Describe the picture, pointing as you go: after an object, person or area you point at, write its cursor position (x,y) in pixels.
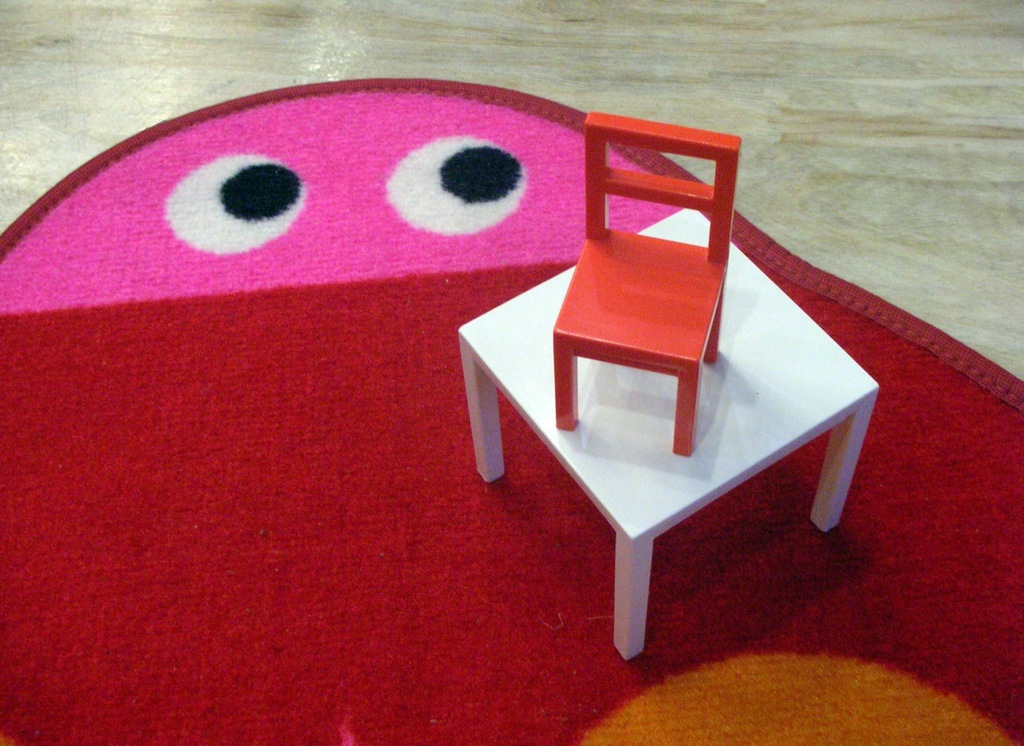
There is a carpet (621,686) on floor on which there is a table (518,408) and a chair (714,350).
